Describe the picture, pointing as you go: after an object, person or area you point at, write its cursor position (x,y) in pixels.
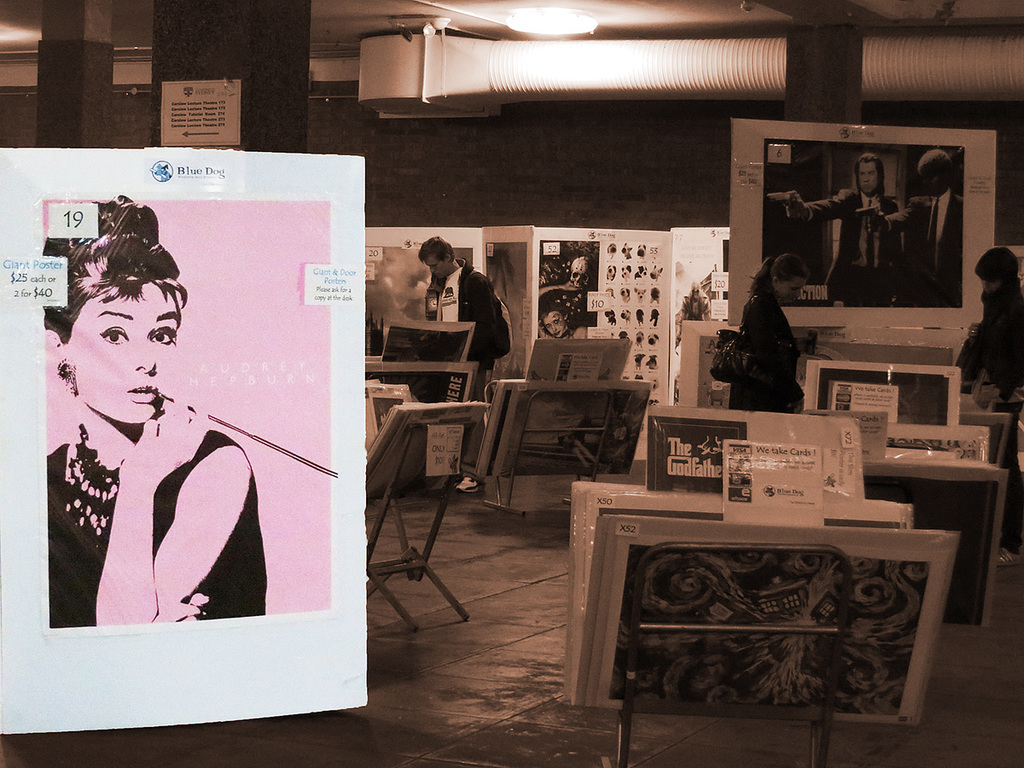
This is an inside view. On the left side (197,389) there is a poster (238,421) on which I can see some text (66,280) and an image (87,491) of a woman (160,501). Here I can see many display racks (563,463) on the floor (541,506). There are few boards (731,436) on which I can see the text (773,453) and also here are three persons (994,321) standing. In the background (538,202) there is a wall (510,170). At the top of the image (80,82) I can see few pillars (234,80) and a light (574,29) attached to the ceiling (699,16).
